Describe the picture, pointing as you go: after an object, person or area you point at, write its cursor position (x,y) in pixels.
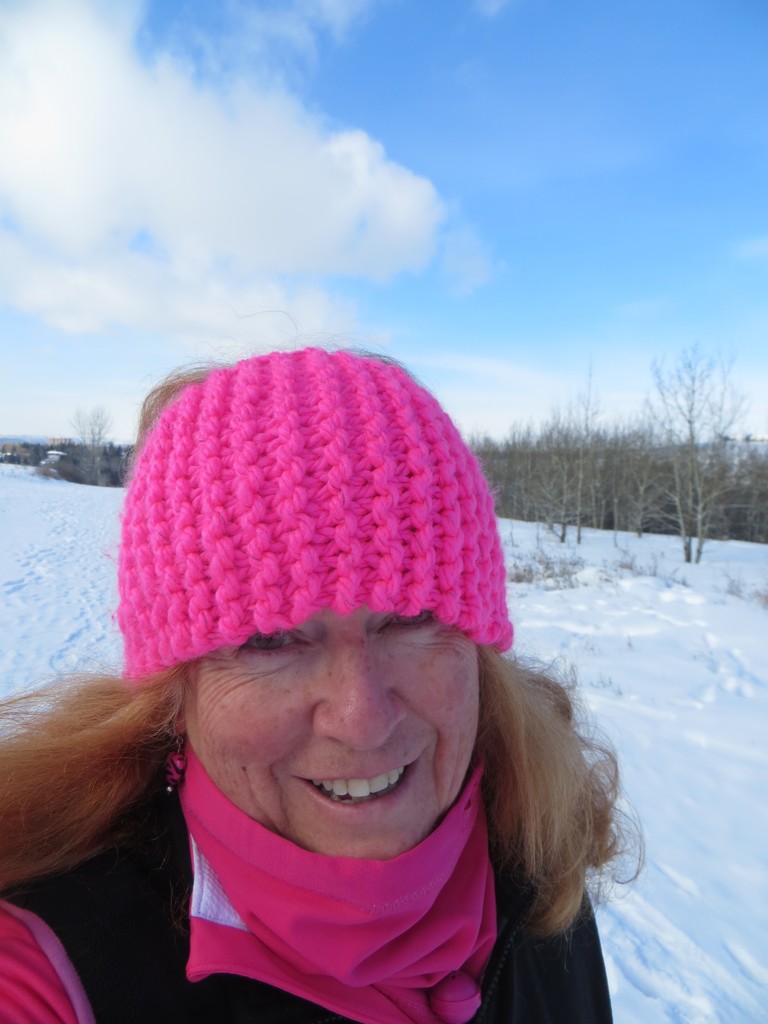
In this image there is a lady (245,767) in the middle (301,662) who is wearing the pink colour cap (332,463). In the background (606,586) there is snow (636,614). In the snow (638,539) there are trees (594,477). At the top (578,107) there is the sky (580,93).
